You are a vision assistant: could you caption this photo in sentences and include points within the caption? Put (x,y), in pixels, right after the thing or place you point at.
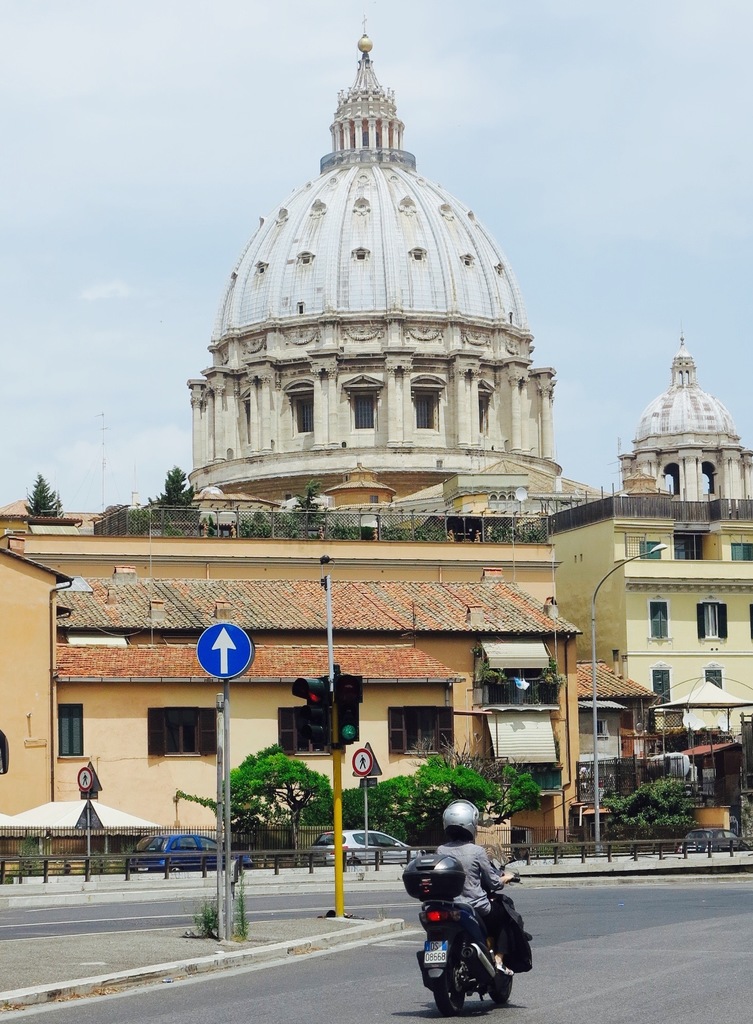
In this picture we can see a person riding a motorcycle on the road (624,937), wearing a helmet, here we can see sign boards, traffic signals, fence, vehicles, street lights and in the background (679,534) we can see buildings (669,577), trees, sky (733,305).
